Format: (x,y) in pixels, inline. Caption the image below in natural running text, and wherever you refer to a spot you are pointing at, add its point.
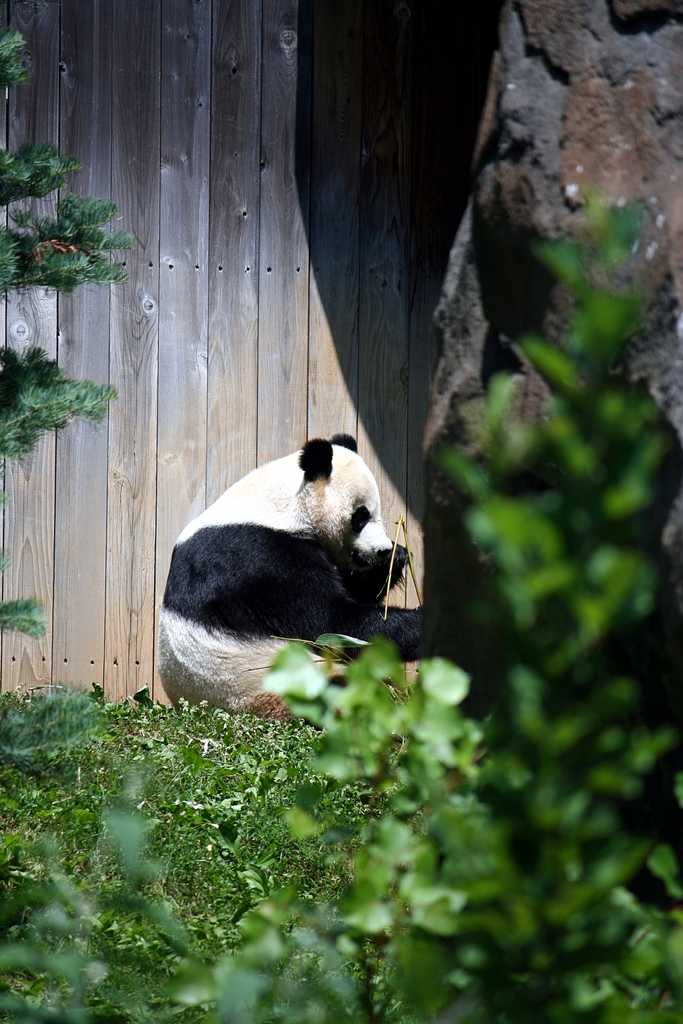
In the center of the image (292,529) we can see panda (232,549) sitting on the grass (81,786). In the background (92,511) there is wooden wall (261,231). On the right side of the image (482,825) we can see plants (409,876).
